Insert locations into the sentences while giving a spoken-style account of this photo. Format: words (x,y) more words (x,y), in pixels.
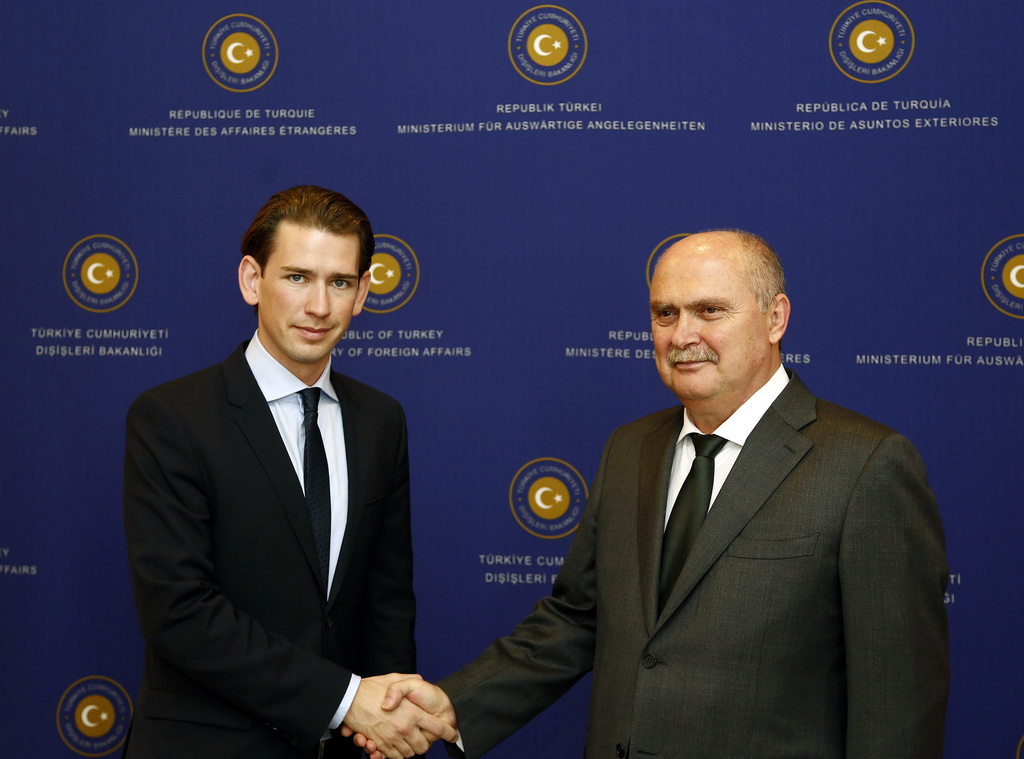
In this image we can see two persons (811,591) standing. One person (370,473) is wearing black coat (247,456) and black tie (313,466). Other person (543,642) is wearing a grey coat (730,554).
